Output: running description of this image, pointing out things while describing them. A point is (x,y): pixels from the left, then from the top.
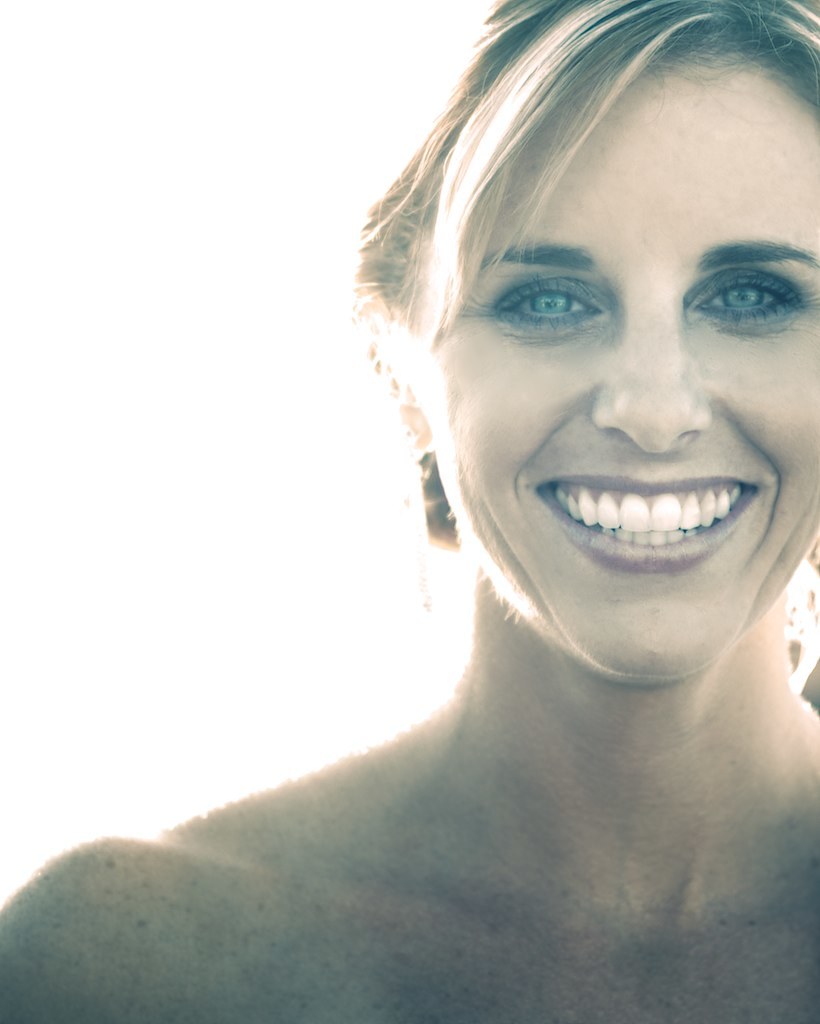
In this image we can see a woman (561,553) and she is smiling. There is a white background (304,496).
